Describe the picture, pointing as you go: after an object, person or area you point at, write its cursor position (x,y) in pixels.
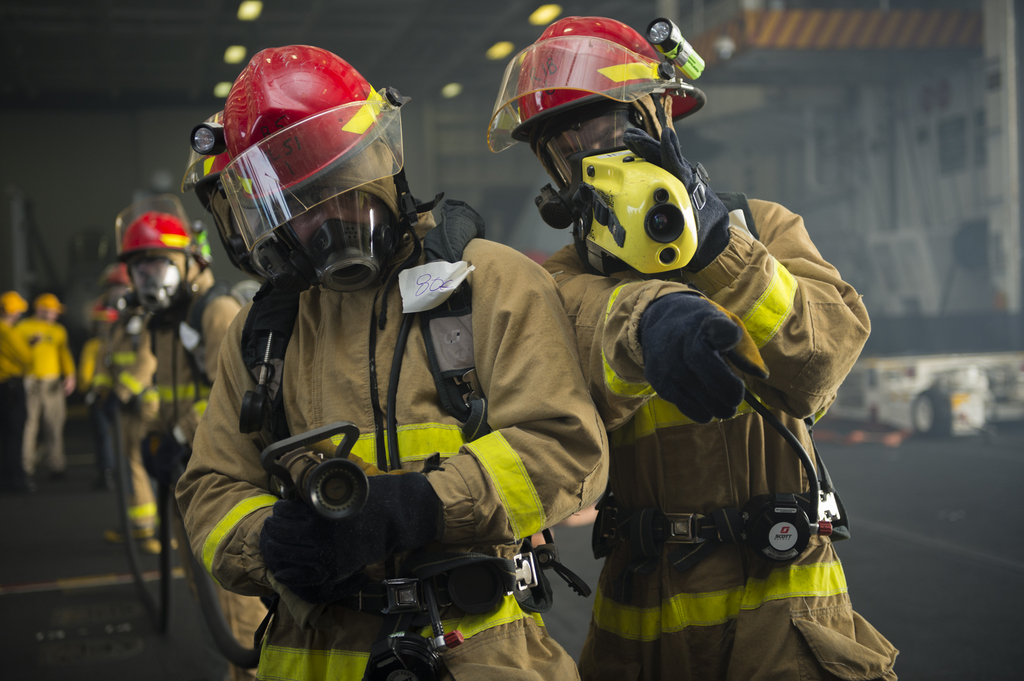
In this picture i can see many fireman's (480,337) who are wearing the same dress (190,403) and holding the water pipe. On the left (56,363) background (17,357) i can see some peoples (69,352) wearing yellow t-shirt (33,359) and they are standing near to the pipe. At the top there are lights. On the right (991,204) i can see a vehicle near the wall (1004,188).
